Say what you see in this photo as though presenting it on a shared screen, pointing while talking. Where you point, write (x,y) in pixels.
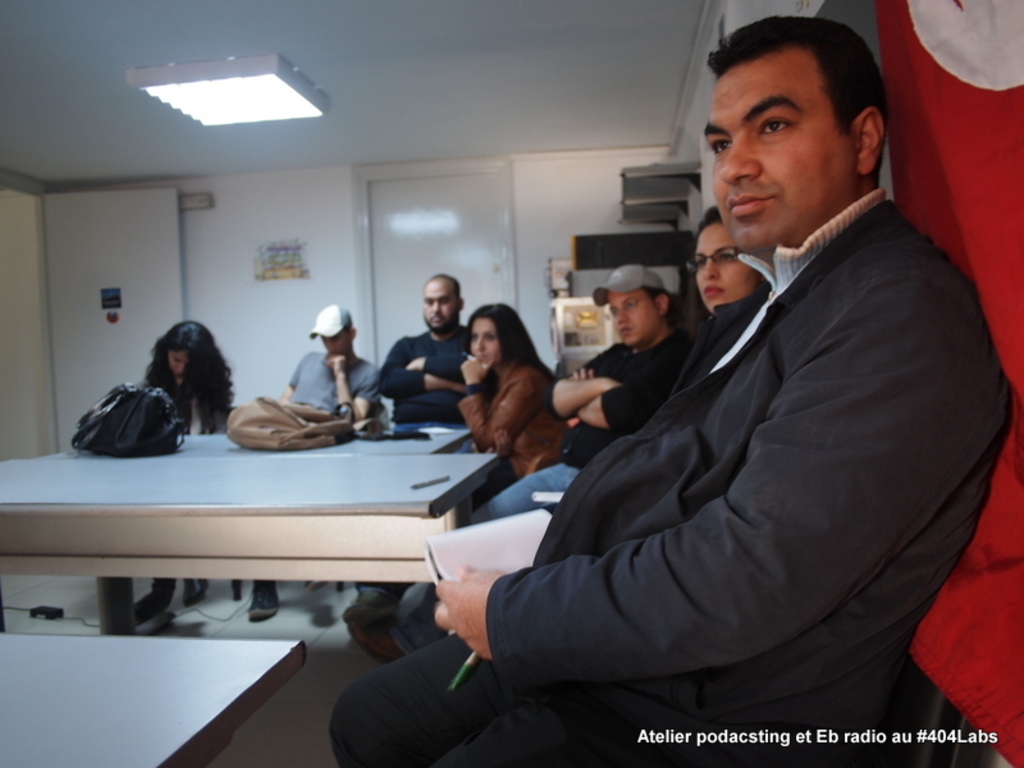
In a room (430,581) there are people (714,454) sitting on the chairs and in front of the tables (379,502) and on the tables (249,451) there are two bags (279,439) and one pen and behind the people (168,361) there is a wall (187,238) and two doors (419,274) and at the corner of the room (572,338) there are some shelves (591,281) and things (596,310) on them.
